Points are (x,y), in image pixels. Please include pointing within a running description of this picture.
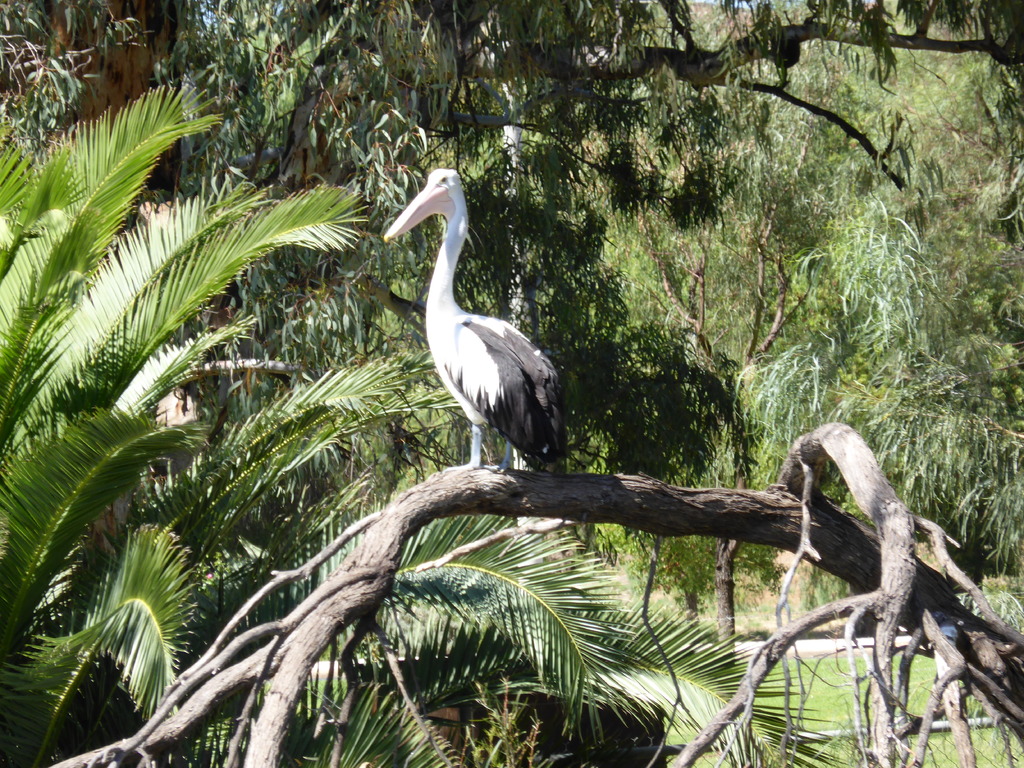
Bird (417,224) is on the branch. Background (999,346) there are trees (639,385).
